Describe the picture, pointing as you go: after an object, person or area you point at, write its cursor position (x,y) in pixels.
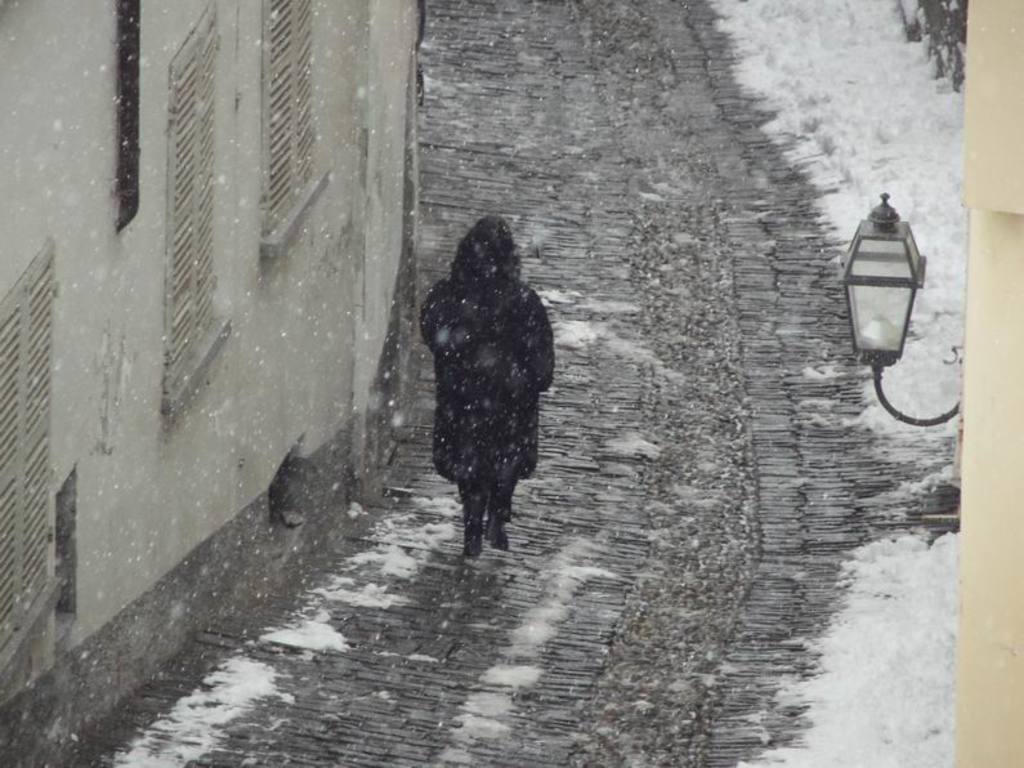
This is the picture of a road (760,361). In this image there is a person (501,484) walking on the road (642,389). On the left side of the image (179,599) there is a building (109,466) and there is a pipe (131,110) on the wall (151,182). On the right side of the image (1016,520) there is a light (856,308) on the wall (996,472). At the bottom (866,591) there is snow (930,732).
